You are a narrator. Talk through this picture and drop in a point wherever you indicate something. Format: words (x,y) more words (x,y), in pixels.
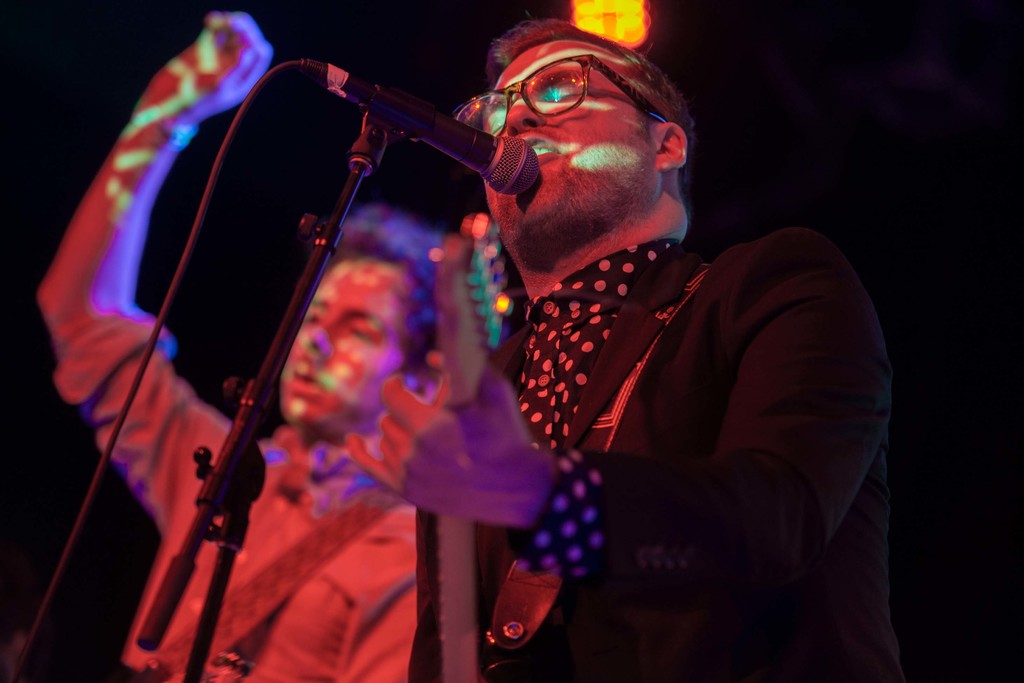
This image looks like it is clicked in a concert. In the front (683,415), there is a man (671,428) wearing black suit (712,419) is singing and playing guitar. To the left (193,436), The man (246,539) is wearing a guitar (327,547).
